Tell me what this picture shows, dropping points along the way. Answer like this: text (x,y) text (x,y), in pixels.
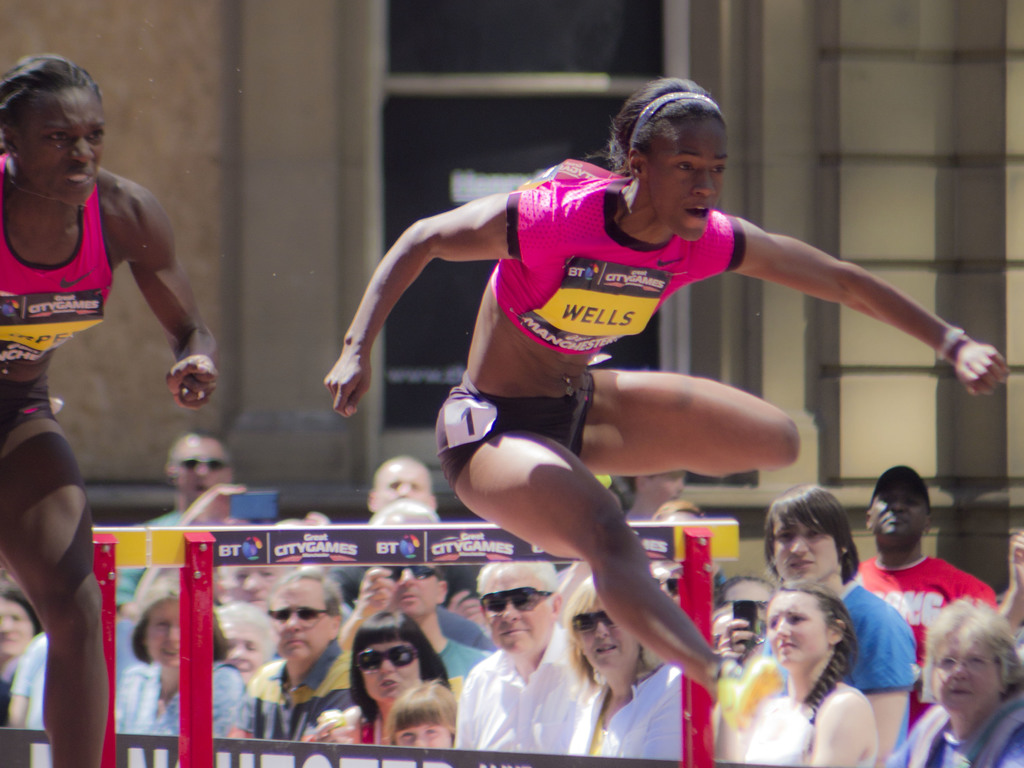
The woman (535,380) in pink T-shirt (565,209) is jumping. Behind her, the woman (50,248) in pink T-shirt (63,277) is running. Behind them, we see people (511,655) watching them. In the background (241,168), we see a wall (864,163) and a window (437,272).
